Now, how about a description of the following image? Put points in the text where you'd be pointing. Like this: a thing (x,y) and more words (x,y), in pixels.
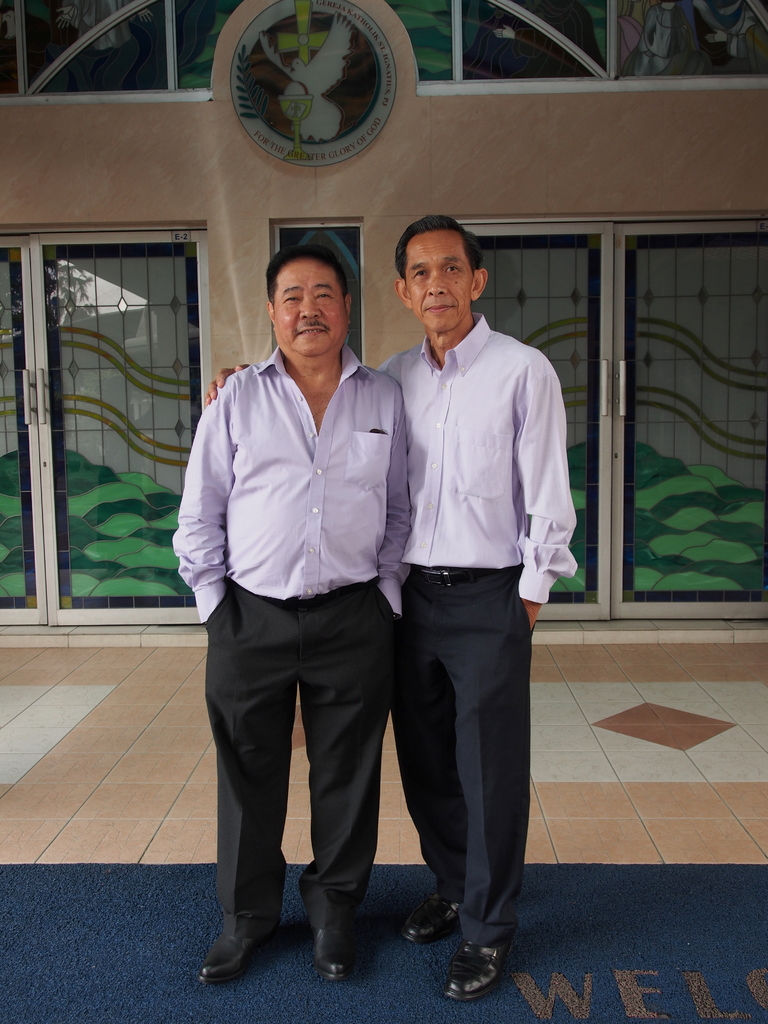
There are two men (362,554) standing and we can see mat (402,1022) on the floor (625,819). In the background (321,107) we can see board (323,121) on a wall (315,202) and glass doors (132,420), on these glass (107,442) we can see painting (729,502).
